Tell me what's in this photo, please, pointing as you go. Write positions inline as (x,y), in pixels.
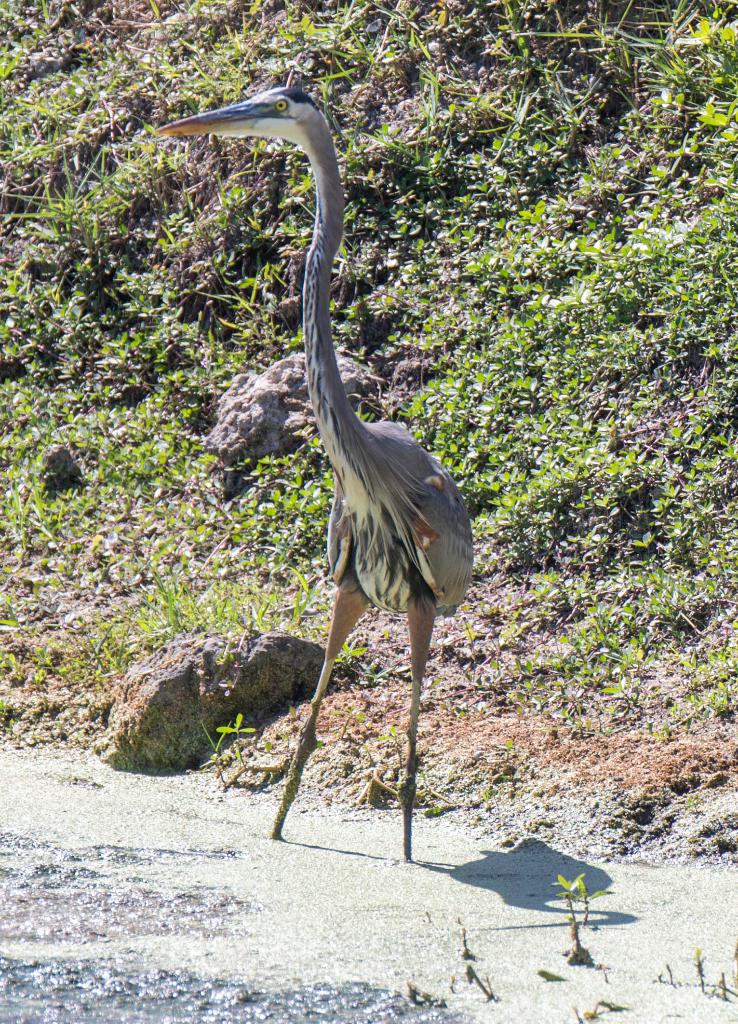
In this image, we can see a bird (347,527). Background (737,48) there are few plants (248,730) and stones (268,707).
